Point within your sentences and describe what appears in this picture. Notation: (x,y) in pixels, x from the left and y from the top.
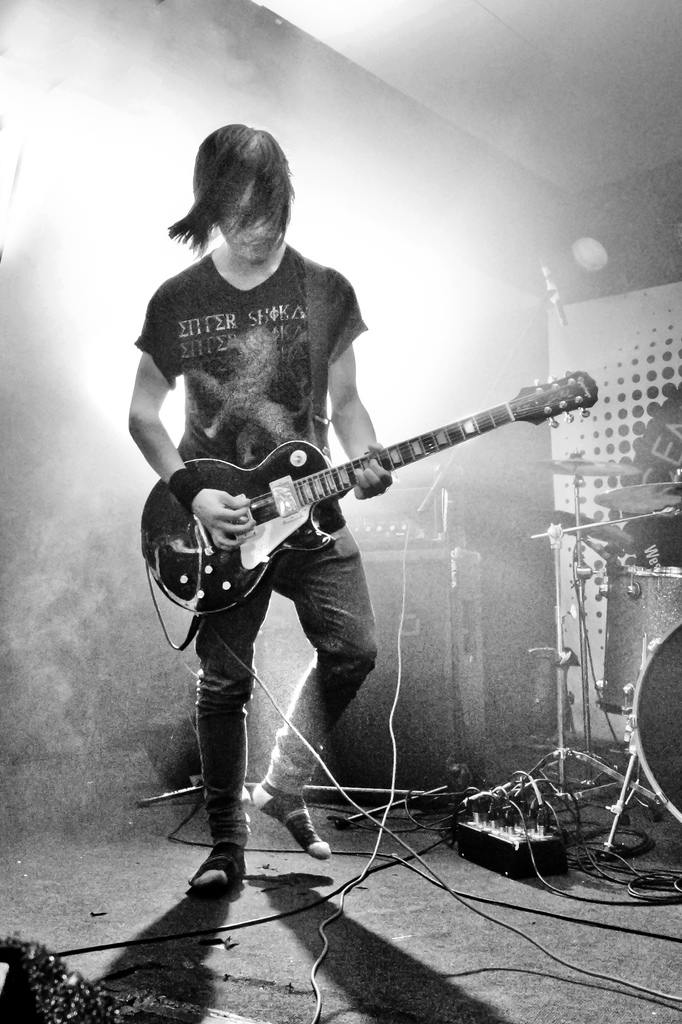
In this image i can see a man (301,376) is playing a guitar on the stage (370,851) and i can also see there are few musical instruments (611,642) on it.
